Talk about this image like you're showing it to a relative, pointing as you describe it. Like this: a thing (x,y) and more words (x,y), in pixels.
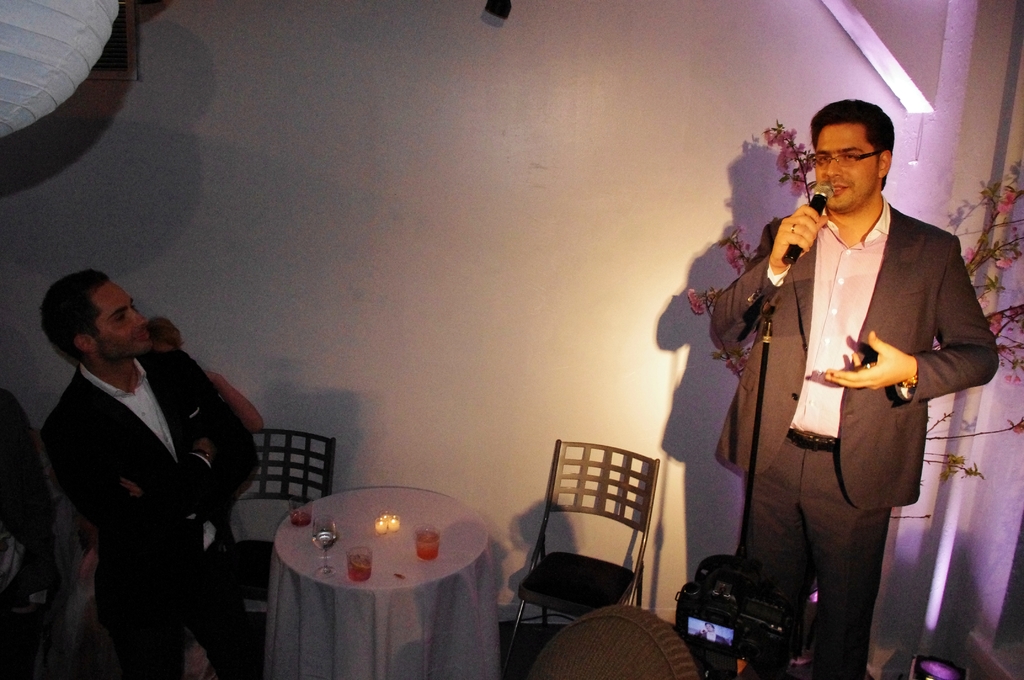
This man (846,223) is standing and wore suit (894,258) and holding mic (824,183). Backside of this man (886,345) there is plant (995,287). In-front of this man (813,469) there is a camera (719,589). We can able to see chairs (265,482) and table (452,510). On this table (346,538) there are glasses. This man (151,463) is standing beside this table (386,552) and staring at this person (824,324).
